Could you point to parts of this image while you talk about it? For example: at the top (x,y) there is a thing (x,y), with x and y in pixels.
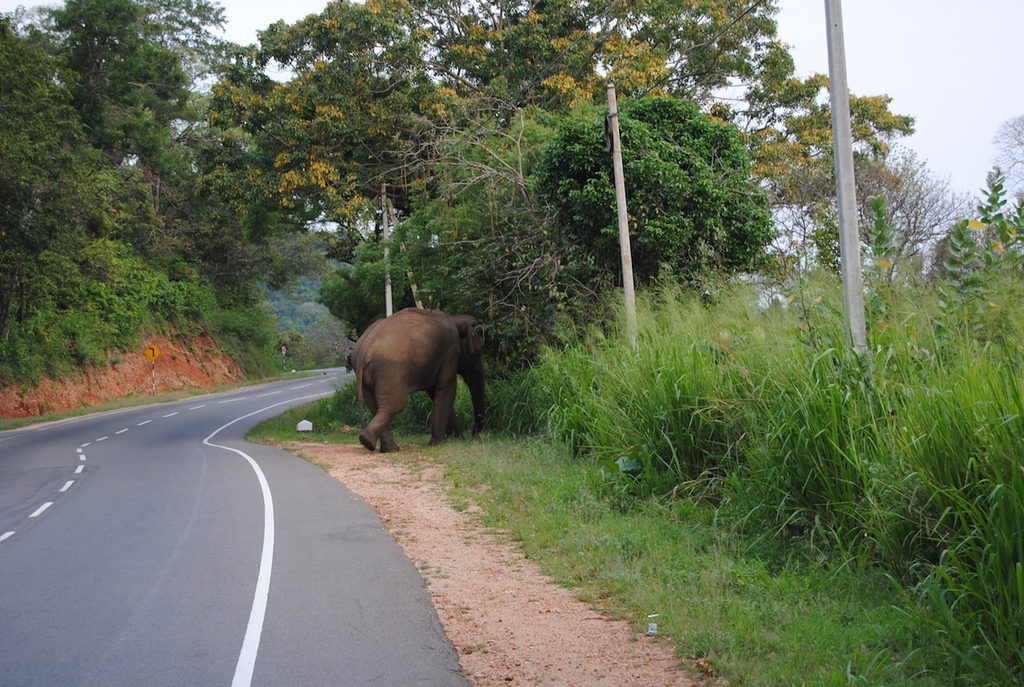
This image consists of an elephant (396,389) walking. On the left (172,604), there is a road (267,585). At the bottom (590,520), we can see green grass (531,525) on the ground (538,521). In the background (537,145), there are trees (490,69). At the top (301,11), there is sky (289,15). On the right (839,97), there are poles (843,56).
